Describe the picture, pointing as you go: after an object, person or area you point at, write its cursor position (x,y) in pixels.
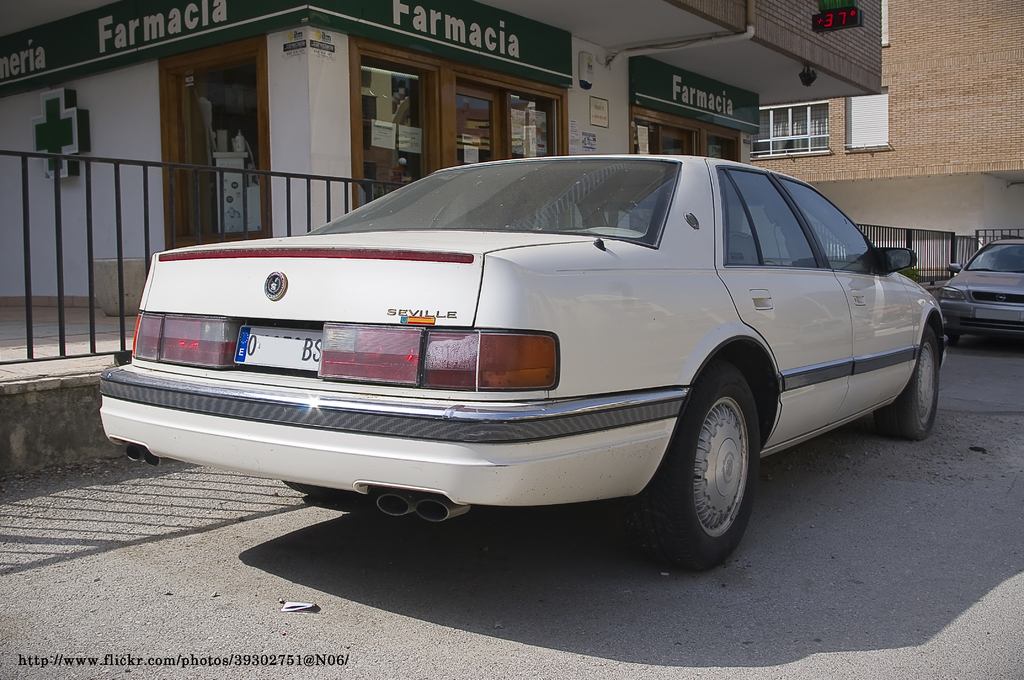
In this image there is a white car (821,342) on the road (964,563), there is a truncated car (991,289) towards the right of the image (1004,290), there is a medical store (541,84), there is a building (915,135), there are grills (347,199).
